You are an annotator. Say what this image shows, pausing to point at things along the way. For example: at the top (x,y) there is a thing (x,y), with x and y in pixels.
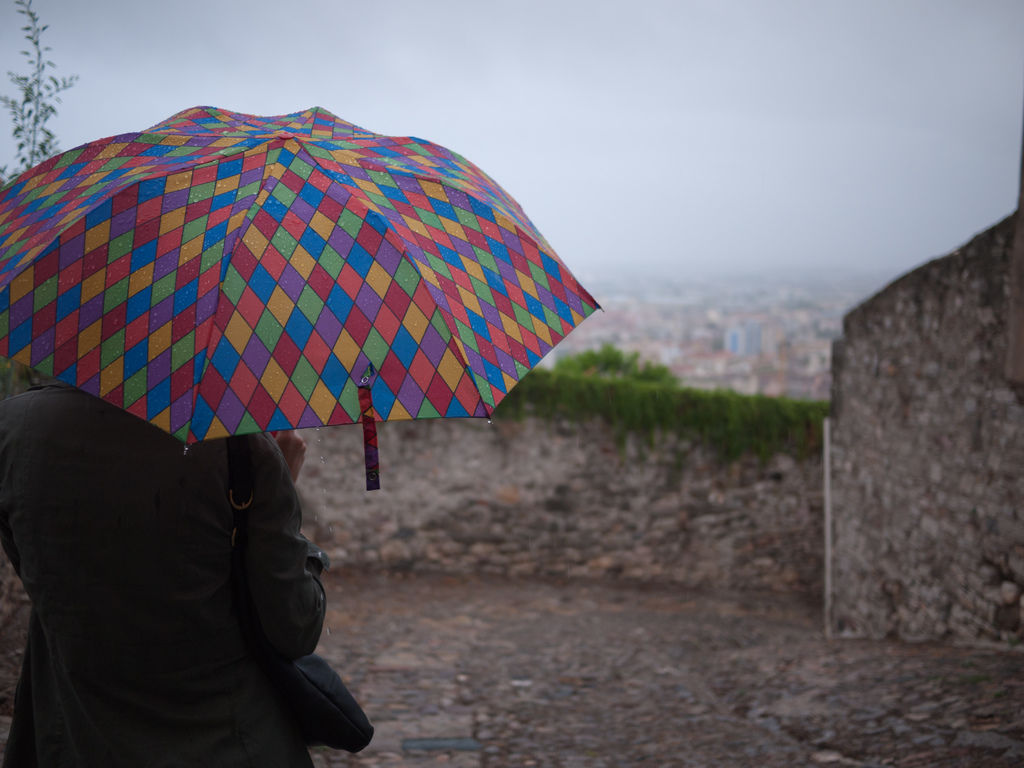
In this picture I can see there is a person (237,690) holding a multi color umbrella (303,332) and a handbag (245,601) and in the backdrop (505,478) there is a wall (590,428). There are buildings (684,298) and the sky (549,100) is cloudy.
